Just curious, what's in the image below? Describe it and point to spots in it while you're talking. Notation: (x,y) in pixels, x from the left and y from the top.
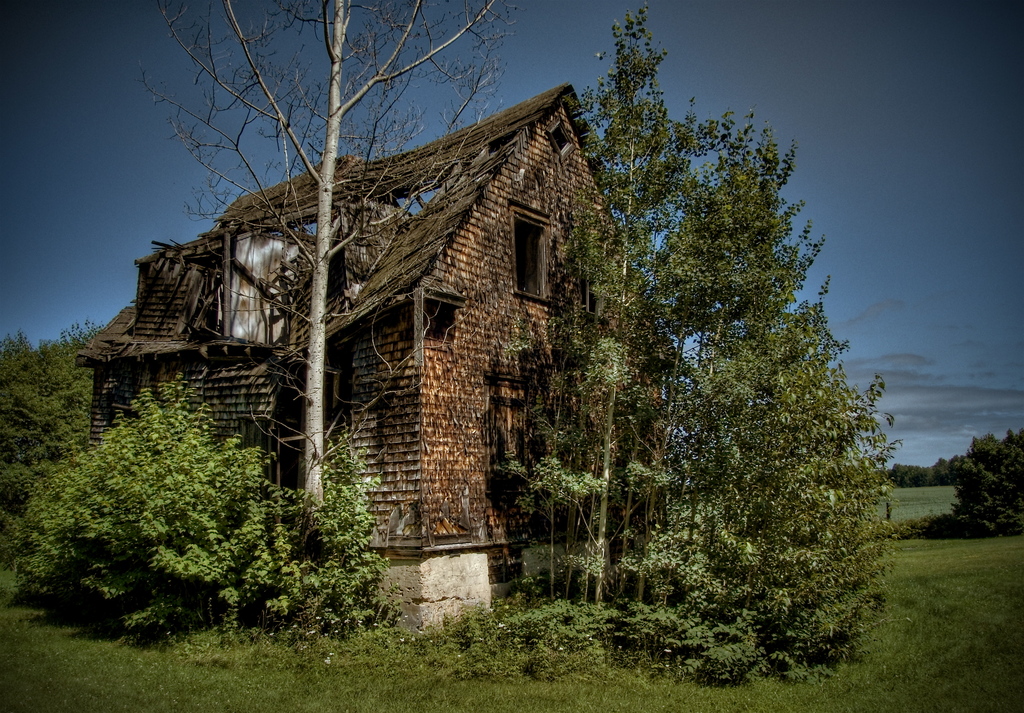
In this picture we can see grass (900,688) at the bottom (915,654), there is a house (447,357) and trees (808,465) in the middle (603,465), we can see the sky (837,134) at the top of the picture (856,97), there are trees (959,474) in the background (947,477).
